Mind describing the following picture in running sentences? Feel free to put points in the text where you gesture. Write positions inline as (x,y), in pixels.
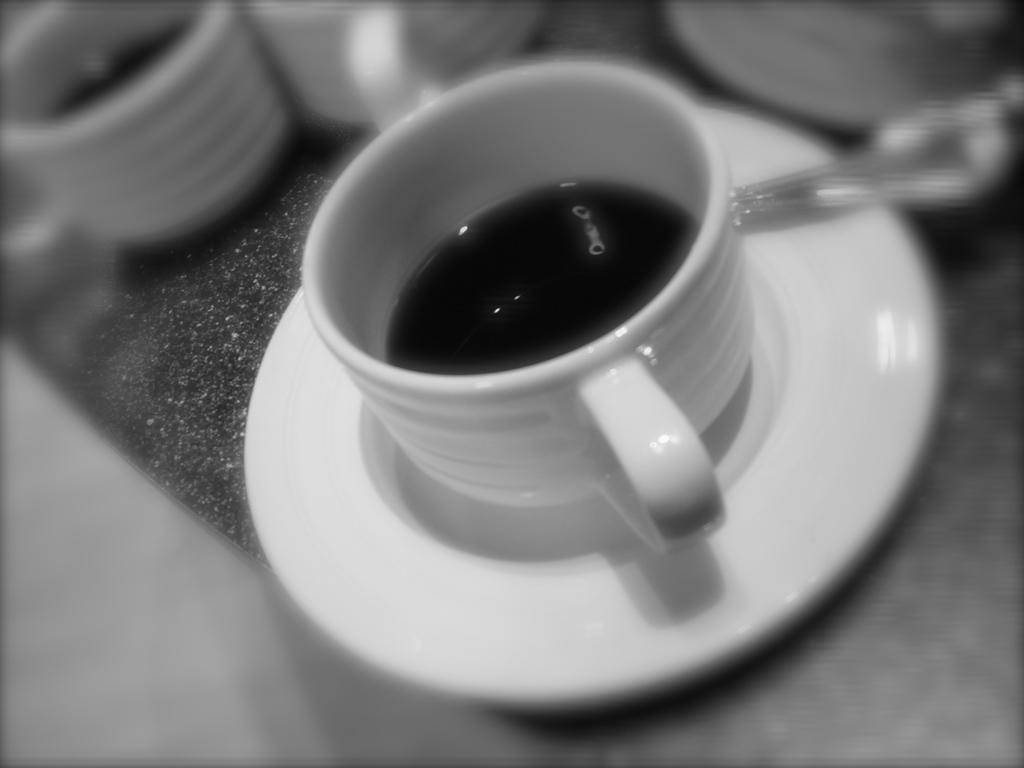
This is a black and white image and here we can see cups (199,205) with drink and there is a spoon (770,198) and a saucer (799,456). At the bottom (395,720), there is table (214,612).
